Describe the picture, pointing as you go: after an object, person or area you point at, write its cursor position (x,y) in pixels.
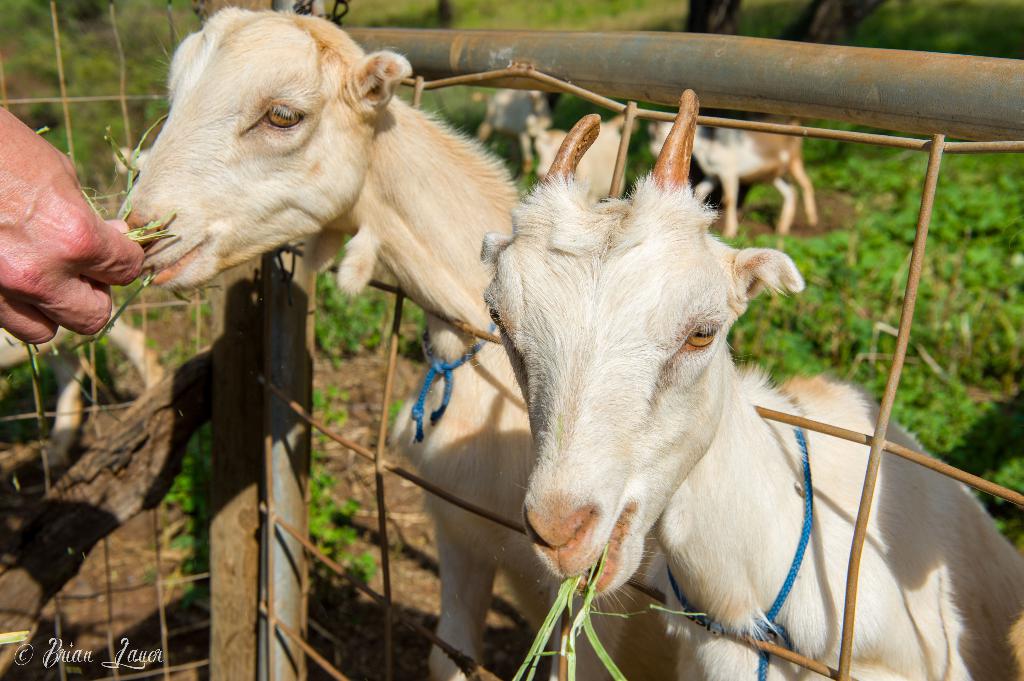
As we can see in the image there is a person hand (41,261), grass (879,225), fence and white color goats (462,342).
